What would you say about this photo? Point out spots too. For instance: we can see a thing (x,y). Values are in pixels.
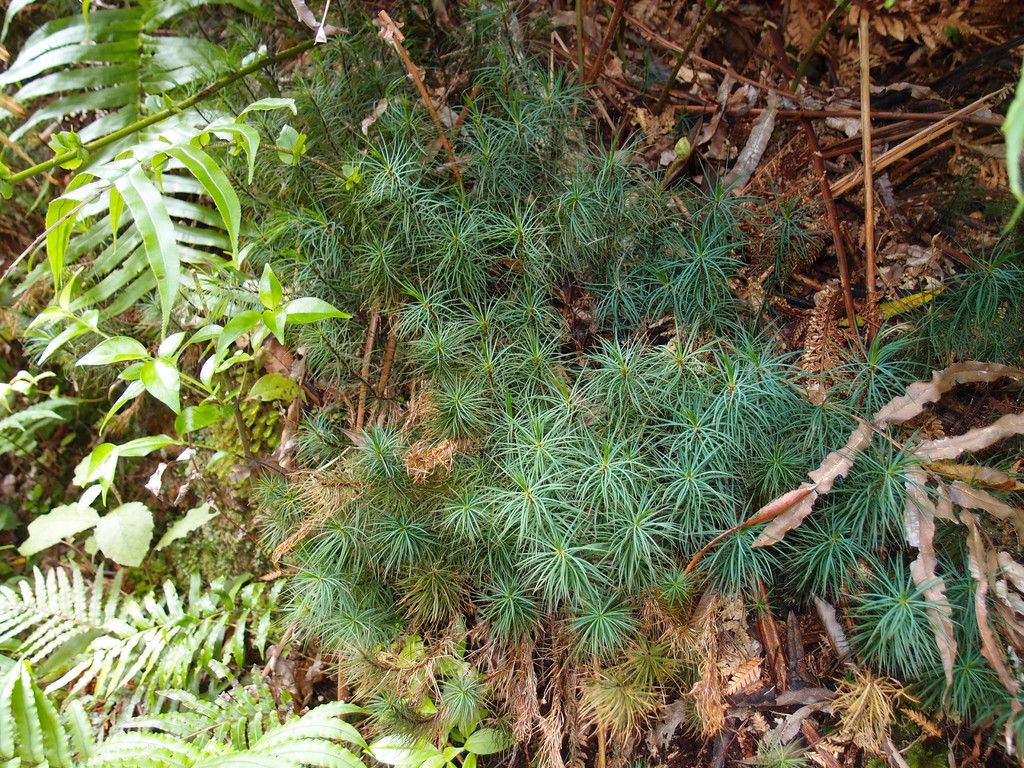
In the picture we can see some plants (731,482), leaves (668,477), plant saplings (827,521) and some dried twigs (826,372) and sticks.
